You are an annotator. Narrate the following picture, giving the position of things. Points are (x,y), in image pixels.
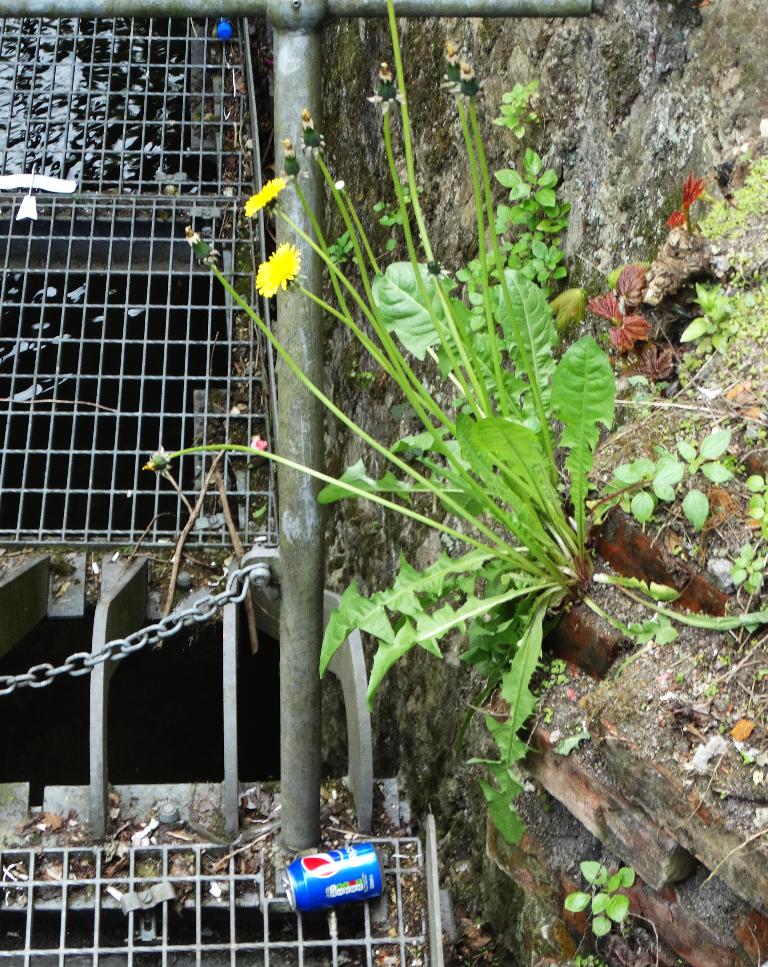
In this image we can see a wall (626,828). There are many plants (533,494) in the image. There are flowers (289,256) to the plants (453,363). There is a canal (11,473). There is a metallic object (200,941) in the image. There is a tin (299,884) in the image.
